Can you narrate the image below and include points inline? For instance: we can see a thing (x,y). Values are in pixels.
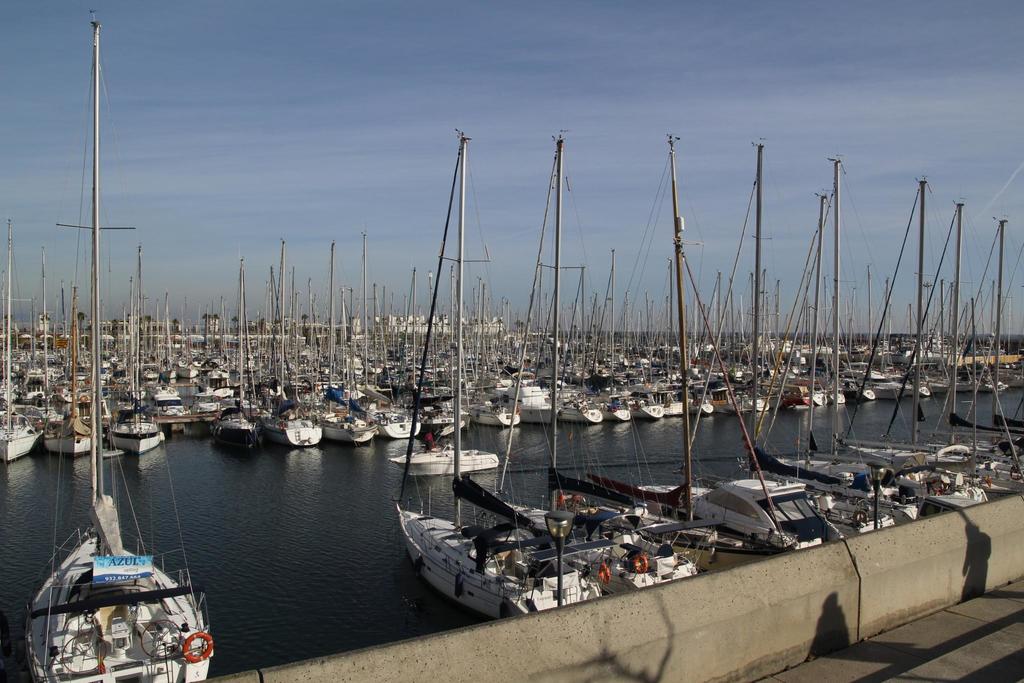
The picture is taken in a shipyard (587,604). In the foreground (708,610) it is dock (821,599). In the center of the picture (583,446) there is a water body (291,467), in the water (309,459) there are many boats (447,388). At the top (264,153) it is sky (271,197).
